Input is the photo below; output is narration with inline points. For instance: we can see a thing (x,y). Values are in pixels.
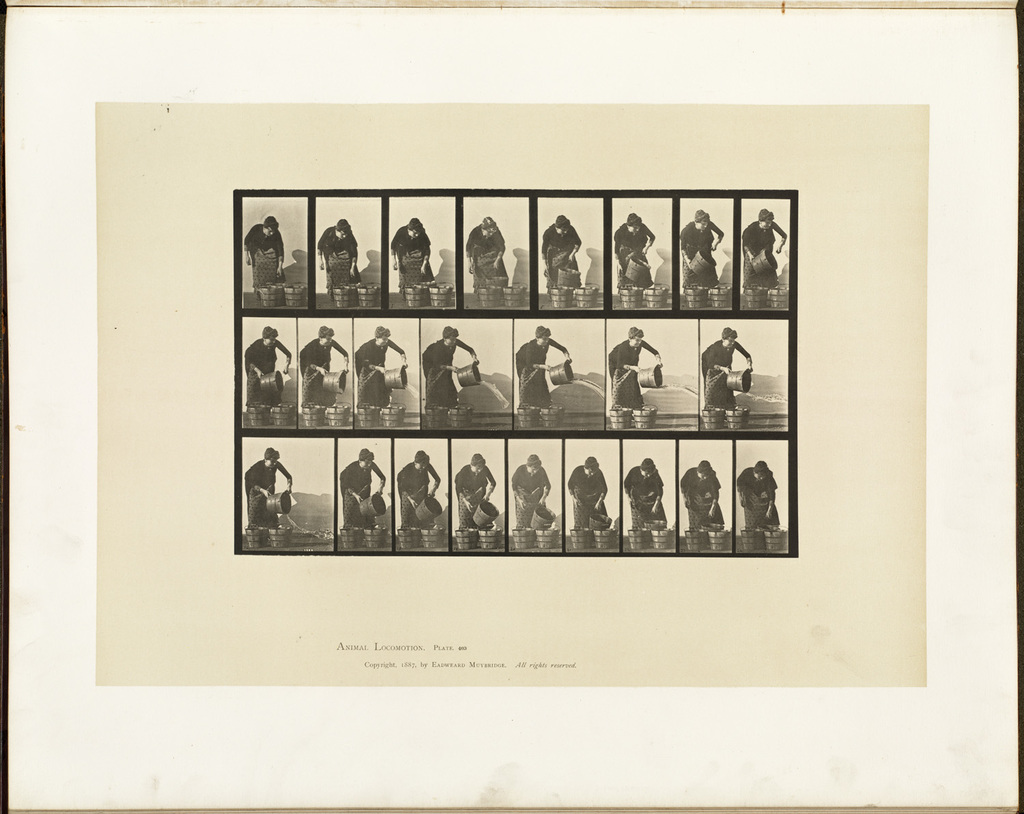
This is a black and white collage picture. We can see the same person (340,265) and the person (328,340) is holding a bucket (271,377) and pouring the water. At the bottom portion of the picture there is something written.
